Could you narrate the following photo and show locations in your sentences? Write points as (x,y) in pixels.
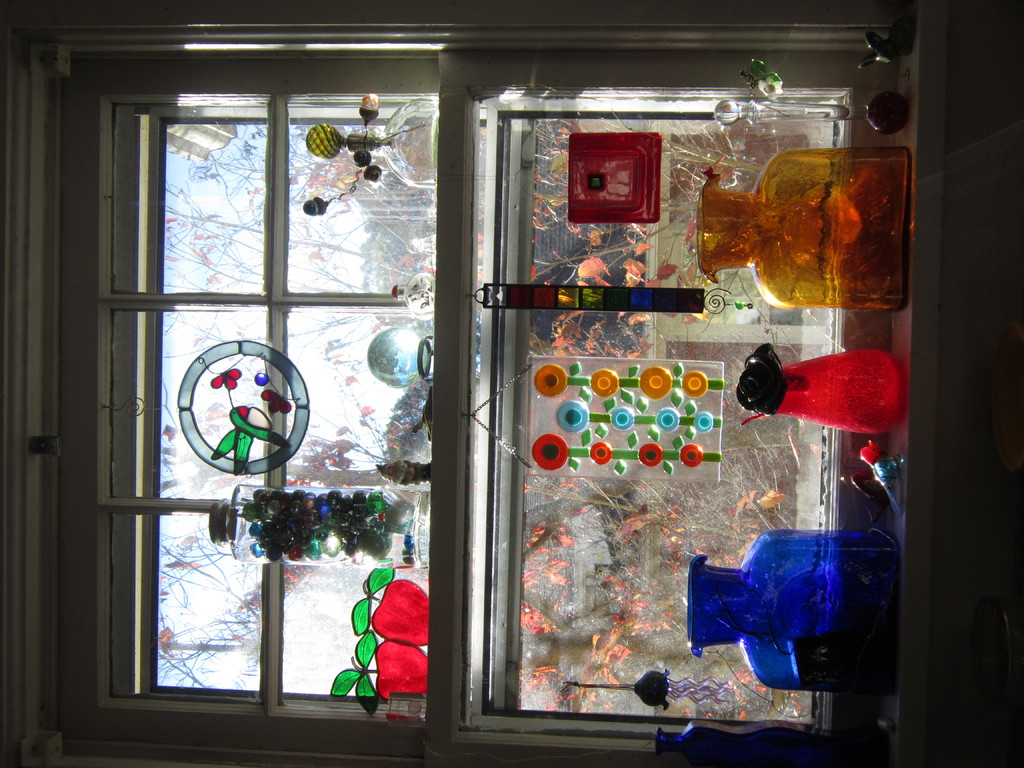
On the right of this picture (864,228) we can see the glass jars (771,626) and some other objects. In the background (282,258) we can see the window (363,434). On the left (260,519) we can see the glass jar (301,527) and some other objects (415,601) and we can see the pictures (401,655) of some objects (385,592) on the window (347,376) and through the window (225,256) we can see the sky (234,242), trees (393,429) and some other objects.
